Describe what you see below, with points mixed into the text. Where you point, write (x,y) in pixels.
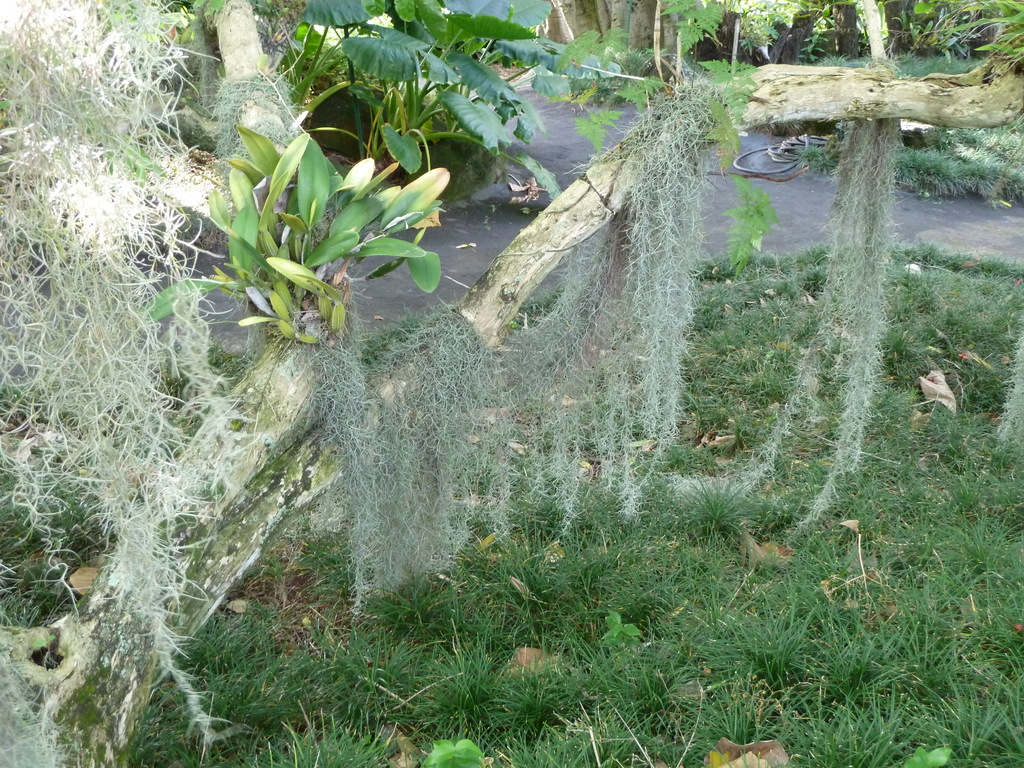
In the image there are trees (797,67) on the grassland (814,447) with a road (468,227) in the middle (461,268).
